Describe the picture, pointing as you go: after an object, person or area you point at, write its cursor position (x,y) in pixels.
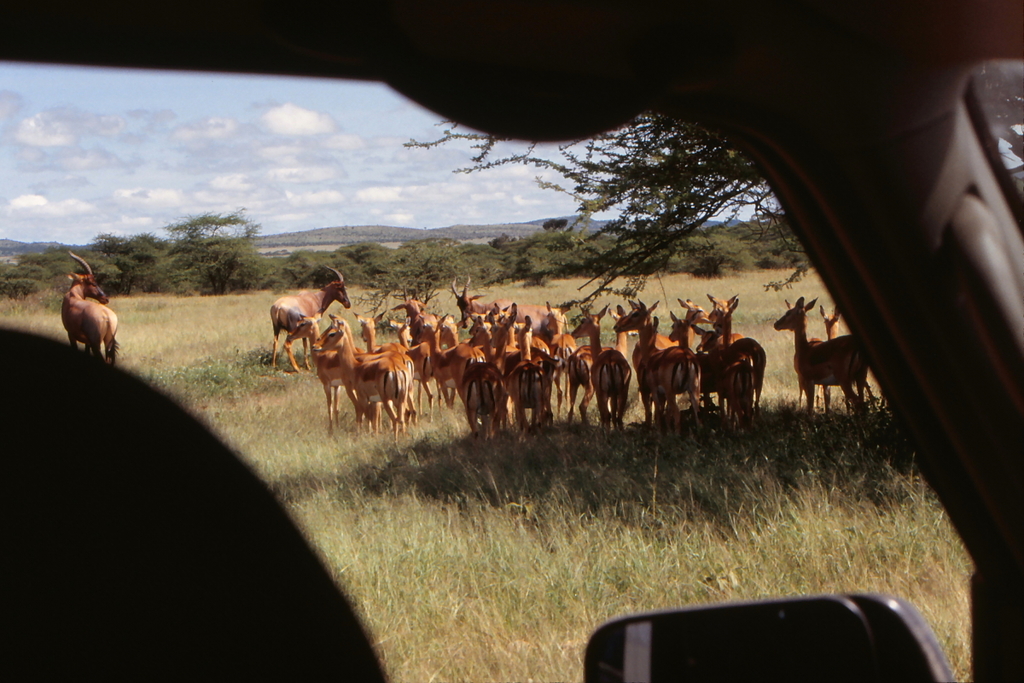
The picture is taken from a vehicle (810,658). In the foreground of a picture there are mirror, side mirror (680,620) and a seat (127,533). In the center of the picture (467,338) there are deer (519,361), plants (746,237) and trees (299,272). In the background (292,237) there are hills (405,238). It is sunny.
